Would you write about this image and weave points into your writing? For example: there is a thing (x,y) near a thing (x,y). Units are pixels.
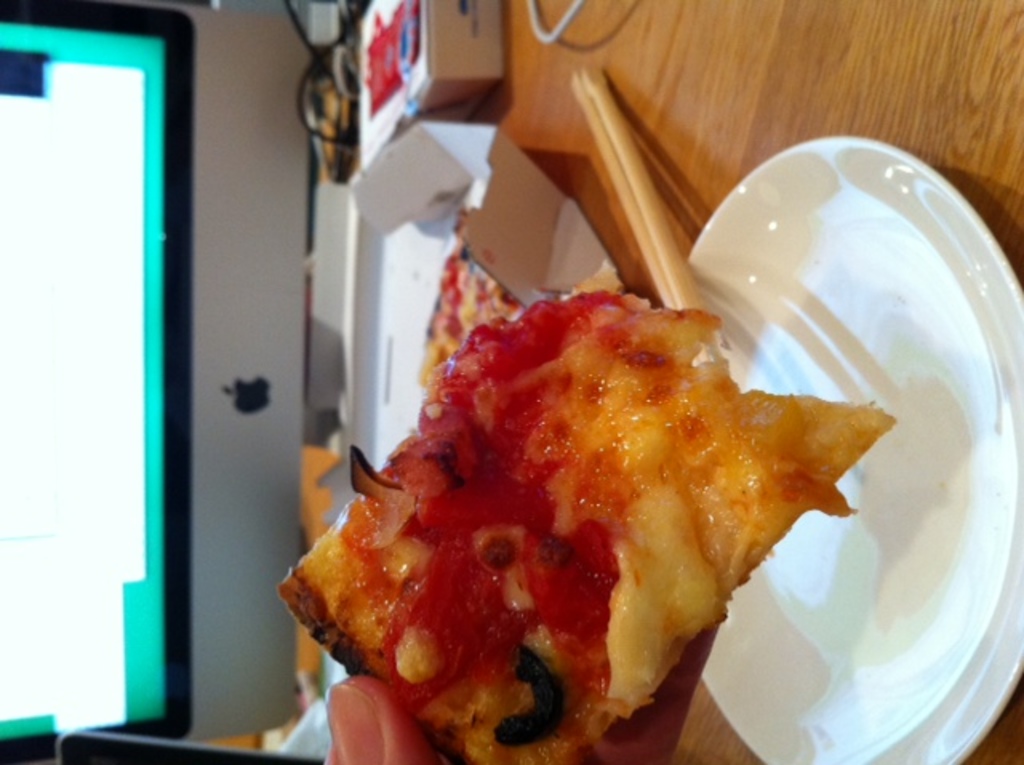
In this image we can see a table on which a plate (857,391) and food item (586,547) is there and a monitor (171,209) is there.
